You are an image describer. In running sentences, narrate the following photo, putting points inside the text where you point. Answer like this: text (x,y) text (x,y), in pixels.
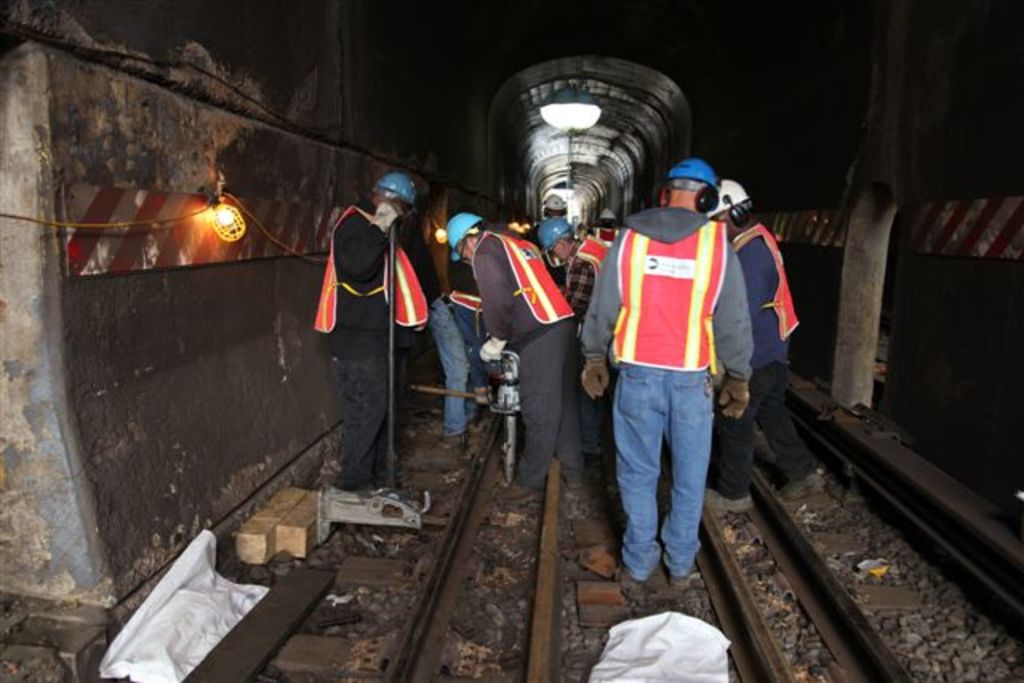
In this image, we can see people (450,345) wearing safety jackets (693,248), helmets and gloves (590,363) and some are holding objects (394,272) and we can see lights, tracks (490,536), sheets (157,601) and there are some objects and we can see a wall (92,107).
